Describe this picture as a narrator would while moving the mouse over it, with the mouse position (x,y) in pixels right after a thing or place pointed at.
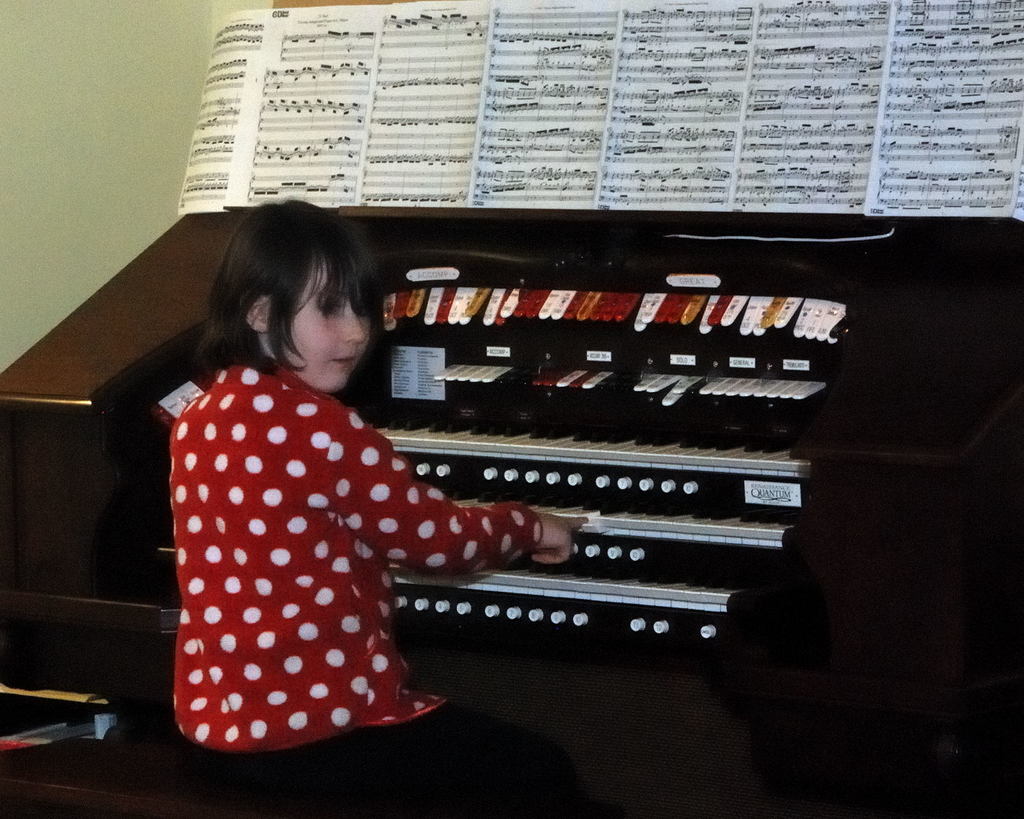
In this Image I see a girl (280,276) who is sitting in front of a piano (587,773) and she is playing, I can also see there are books (1009,36) on the piano (655,241) and I see the green colored wall (153,157).
